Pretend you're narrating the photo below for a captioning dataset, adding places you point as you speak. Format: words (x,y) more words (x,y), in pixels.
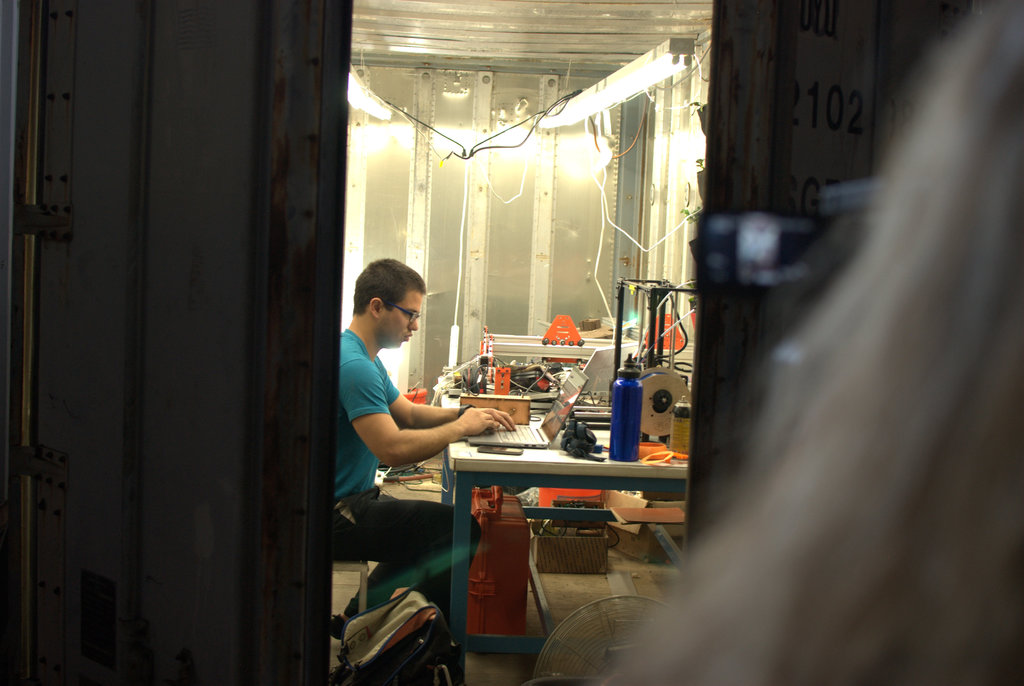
In this image there is a person (362,454) sitting in a chair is working on a laptop (521,444) in front of him on the table (551,468), on the table (532,469) there is some other stuff (494,376), beneath the table (510,475) there is some other stuff (472,584), at the top of the image (597,109) there are lights (550,122).
